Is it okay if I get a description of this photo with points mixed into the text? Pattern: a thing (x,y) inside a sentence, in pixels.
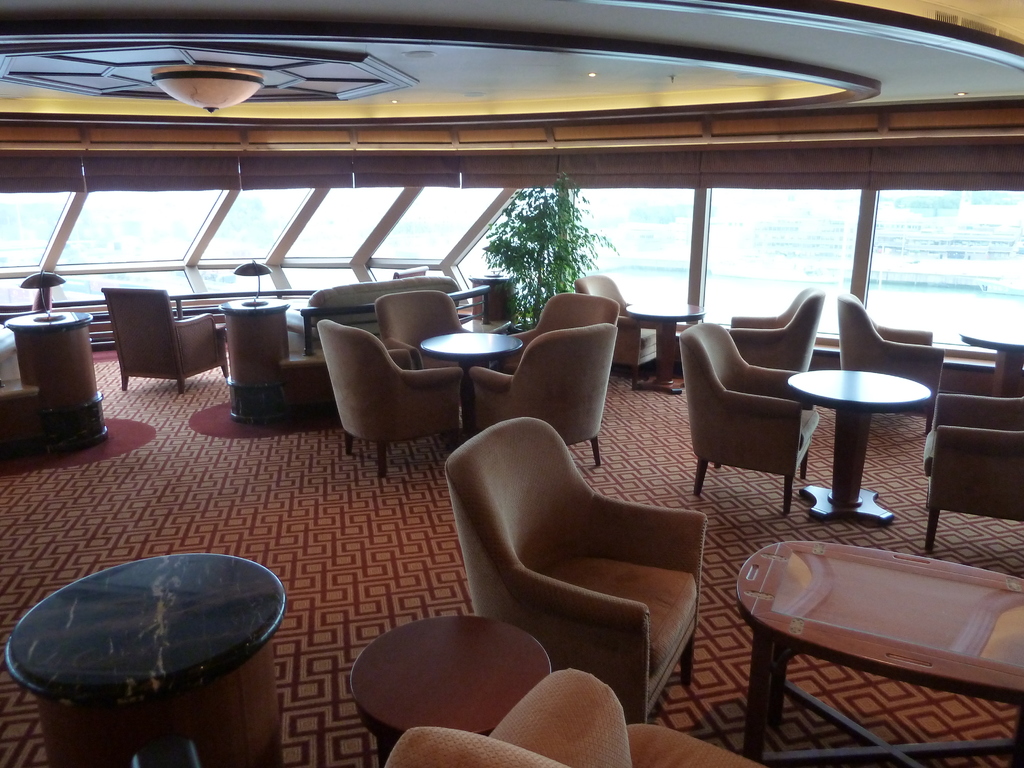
This image is taken from inside the boat (810,105) where tables (477,343) and chairs (437,317) are kept. In the middle of the image (529,293), a houseplant (557,237) is there. In the middle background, a blue color water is visible. A roof top (234,122) is white yellow in color and a chandelier (212,95) is attached to that.
